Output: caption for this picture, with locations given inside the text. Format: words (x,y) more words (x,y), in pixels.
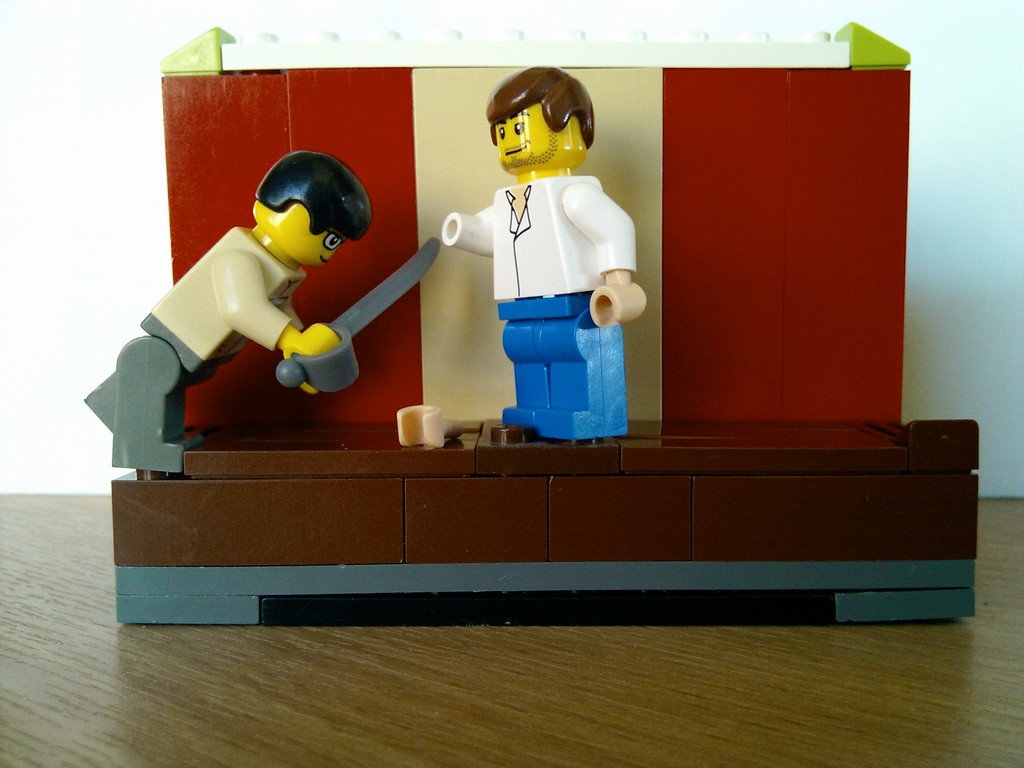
In this image we can see a toy (720,375) on the wooden surface (442,704). In the background (18,418), we can see a white color wall (942,126).
